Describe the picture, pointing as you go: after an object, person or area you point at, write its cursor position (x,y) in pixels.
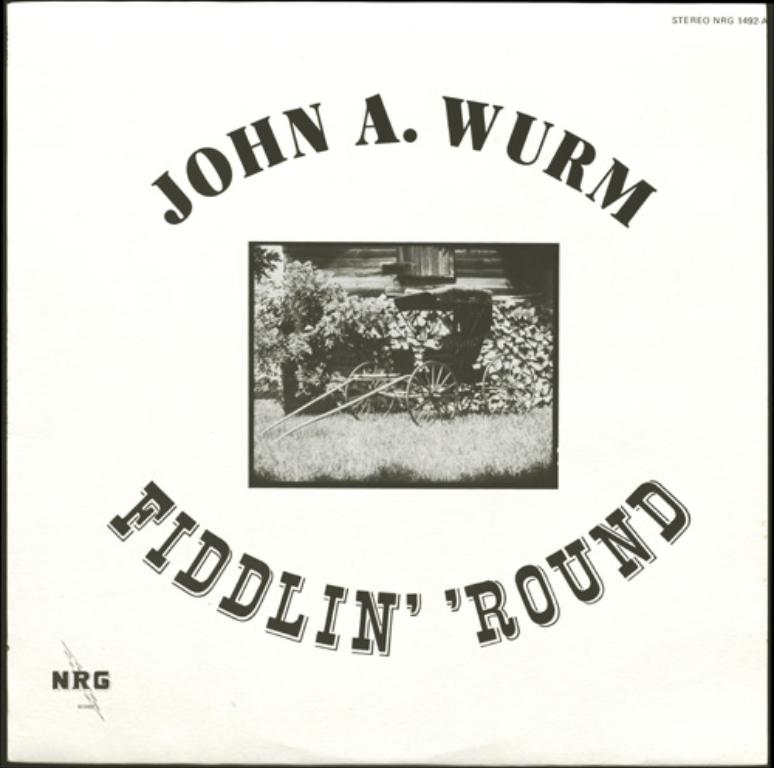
This picture shows a poster (345,17) with the text (752,21) and a logo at the bottom left corner (87,672) and we see a cart (390,410) and plants (268,260) and we see grass (488,465) on the ground (505,430) and a building (417,252).
